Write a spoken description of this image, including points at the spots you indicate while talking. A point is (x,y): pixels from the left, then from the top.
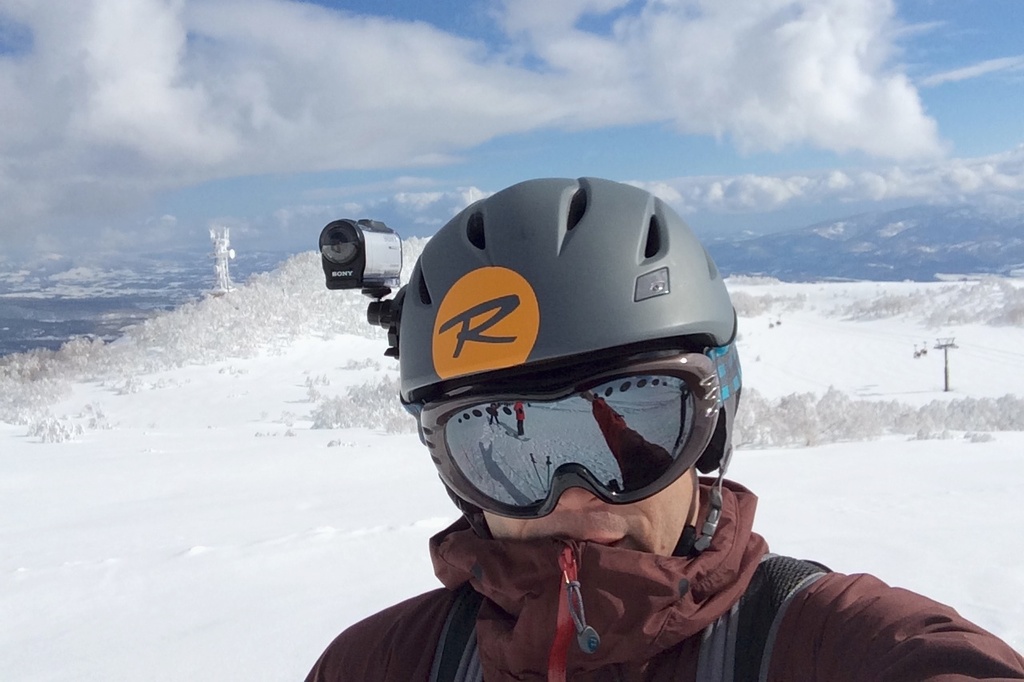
In this image I can see a person (693,512) wearing a spectacle (630,426) and helmet (570,255), on the helmet (488,367) I can see the camera (387,263). At the top (459,139) I can see the sky (754,111) and in the middle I can see the snow hill (99,393).
